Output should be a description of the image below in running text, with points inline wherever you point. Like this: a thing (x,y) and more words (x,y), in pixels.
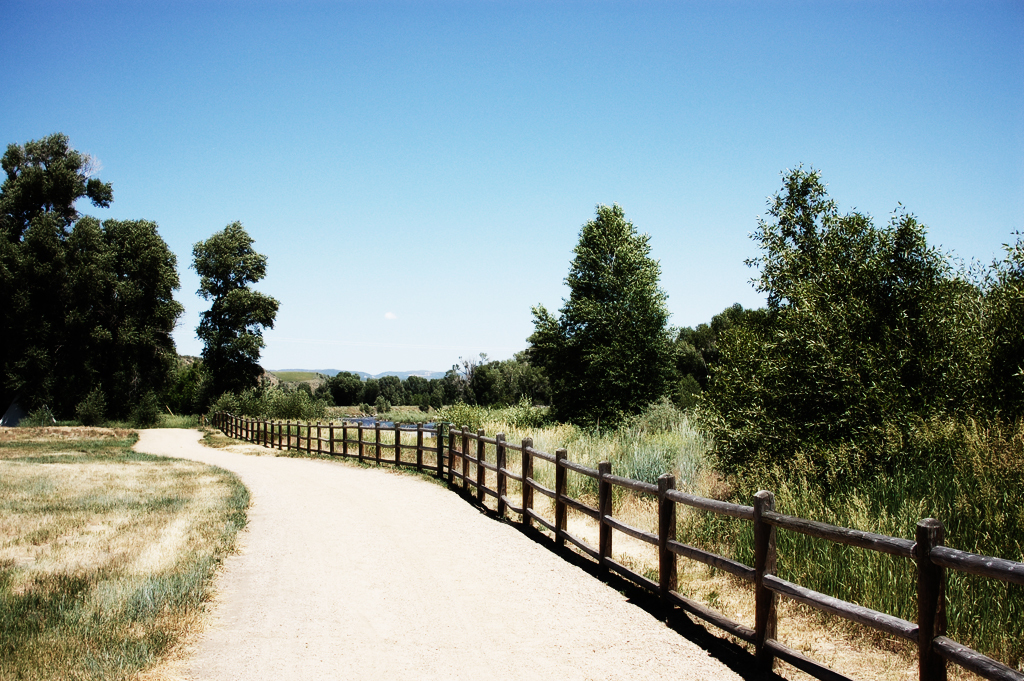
In the center of the image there is a walkway (367,650). On the right (759,613) we can see a fence (770,552). In the background (804,377) there are trees (100,241), grass (627,453), hills (426,378) and sky (431,263).
